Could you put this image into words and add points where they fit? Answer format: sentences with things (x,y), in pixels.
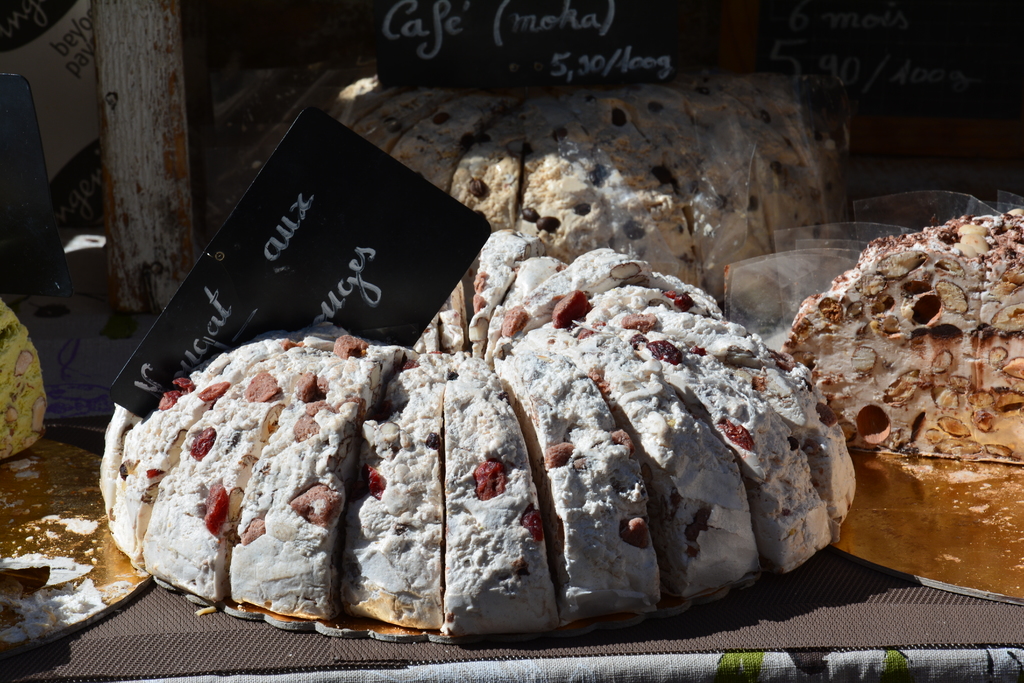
In this image there are different cakes (446,486) with slices (682,466) are arranged in the trays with some labels (285,253) and text (283,234) on it.
